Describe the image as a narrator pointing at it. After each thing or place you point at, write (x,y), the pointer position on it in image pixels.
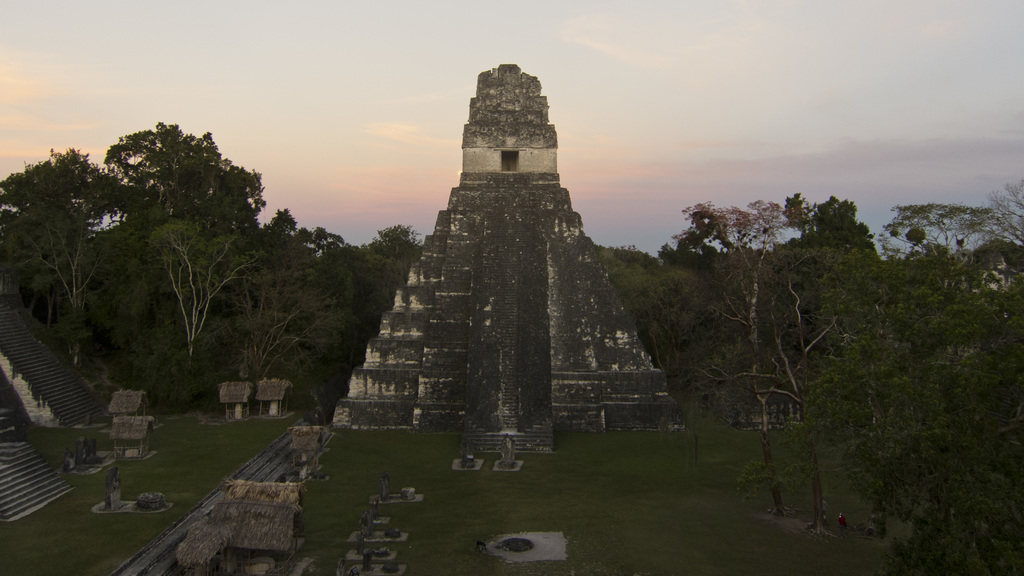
In this picture there is a temple (510,358). In front of the temple (467,298) we can see the statues (372,513), huts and grass (601,548). In the background (696,227) we can see many trees (775,346). On the left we can see the statues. On the top (352,134) we can see sky (352,134) and clouds (377,148).
